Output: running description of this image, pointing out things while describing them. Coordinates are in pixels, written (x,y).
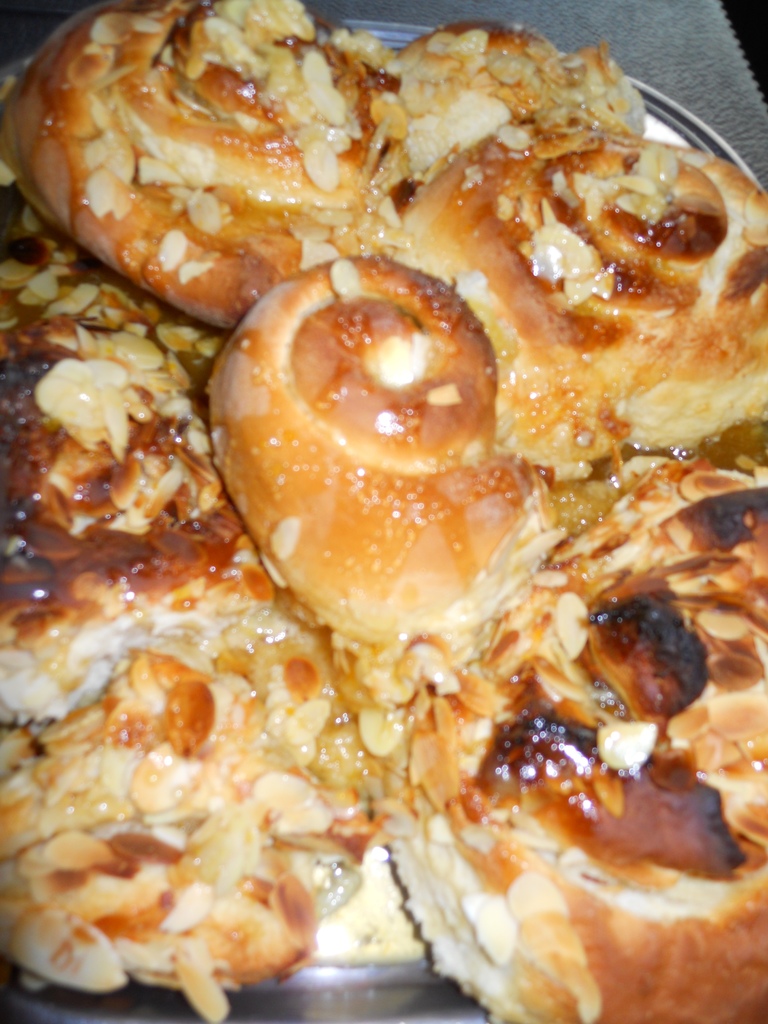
This looks like a food item (373,733), which is made of bread (221,537) and few other ingredients (131,846). This food (612,201) is placed on the plate (672,117).
